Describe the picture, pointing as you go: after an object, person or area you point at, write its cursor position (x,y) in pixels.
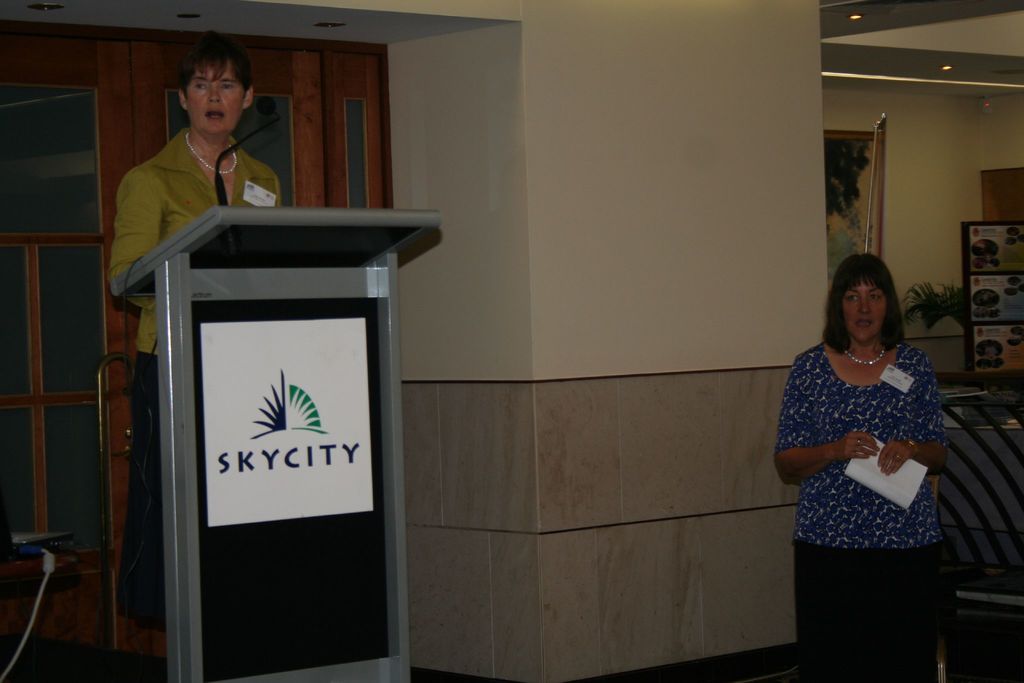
On the left side of the image (257,176) we can see one woman (236,167) standing. In front of her, there is a stand (314,217), banner (249,355) and microphone (225,201). On the right side of the image (866,430), we can see one person (866,407) standing and holding paper (880,452). In the background (626,314) there is a wall (657,177), door (97,319), table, laptop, wire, fence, photo frame (858,178), banner (997,279), lights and a few other objects (950,299).
